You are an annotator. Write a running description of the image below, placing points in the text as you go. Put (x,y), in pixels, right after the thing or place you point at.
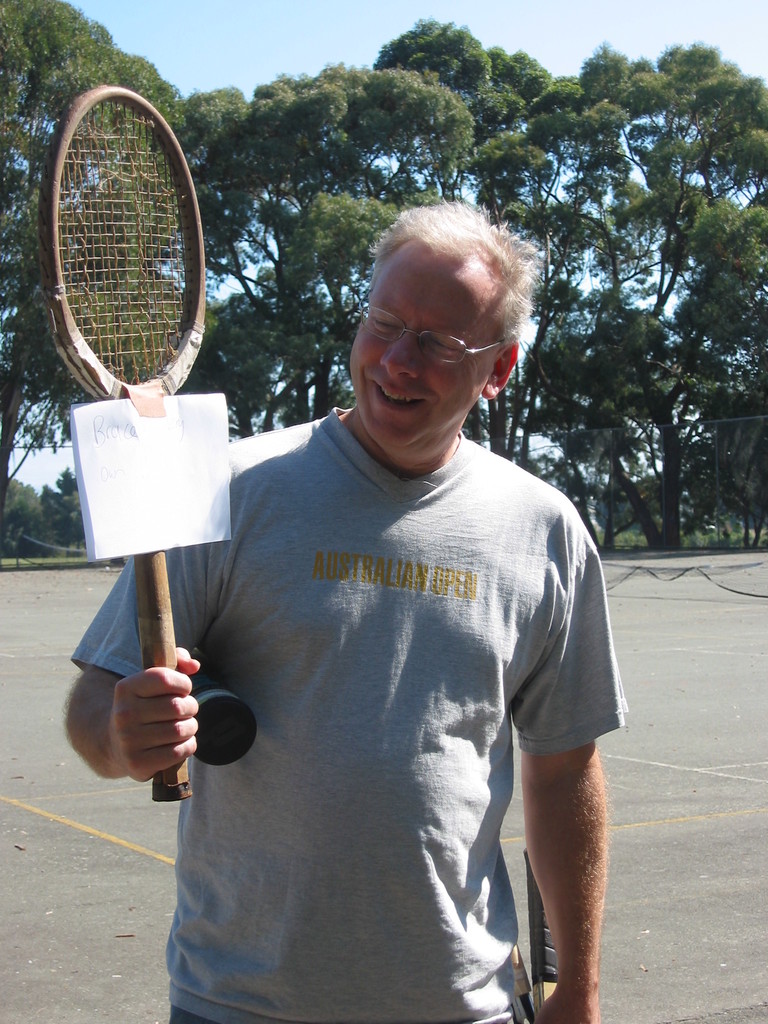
In this image, we can see a person (525,690) wearing clothes (356,833) and holding a tennis racket (131,323) with his hand (190,710). There are some tree (557,206) in the middle of the image (266,414).
